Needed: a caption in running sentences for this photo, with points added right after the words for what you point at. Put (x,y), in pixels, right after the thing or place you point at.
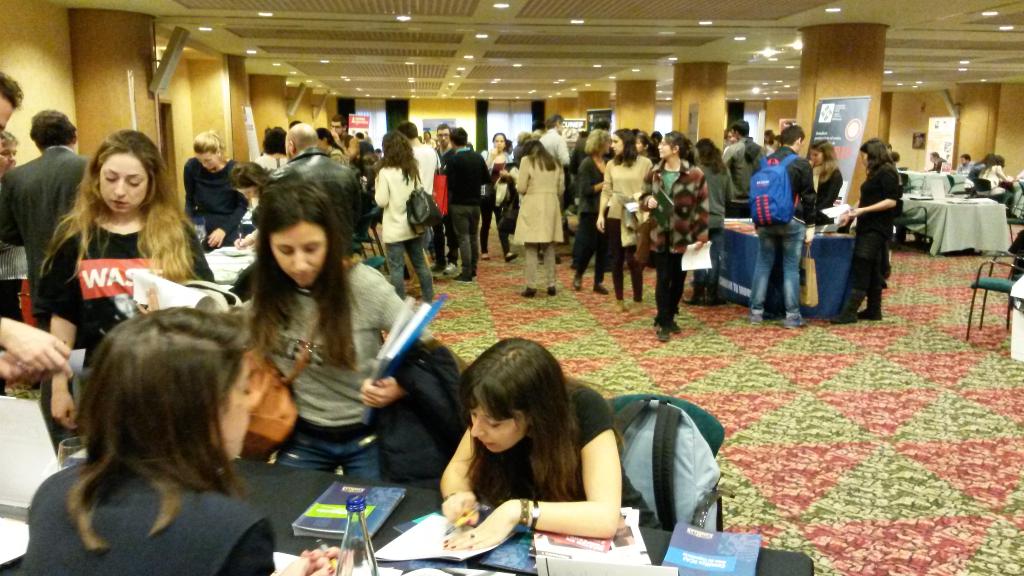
At the bottom of the image (186,542) there is a lady (607,437). In front of the lady (531,451) there is a table (272,516) with bottle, books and papers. And in the image there are many people (528,180) standing. And also there are tables (746,271), chairs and banners (826,139). In the background (844,52) there are pillars (323,97). At the top of the image (731,65) there is ceiling (469,73) with lights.
